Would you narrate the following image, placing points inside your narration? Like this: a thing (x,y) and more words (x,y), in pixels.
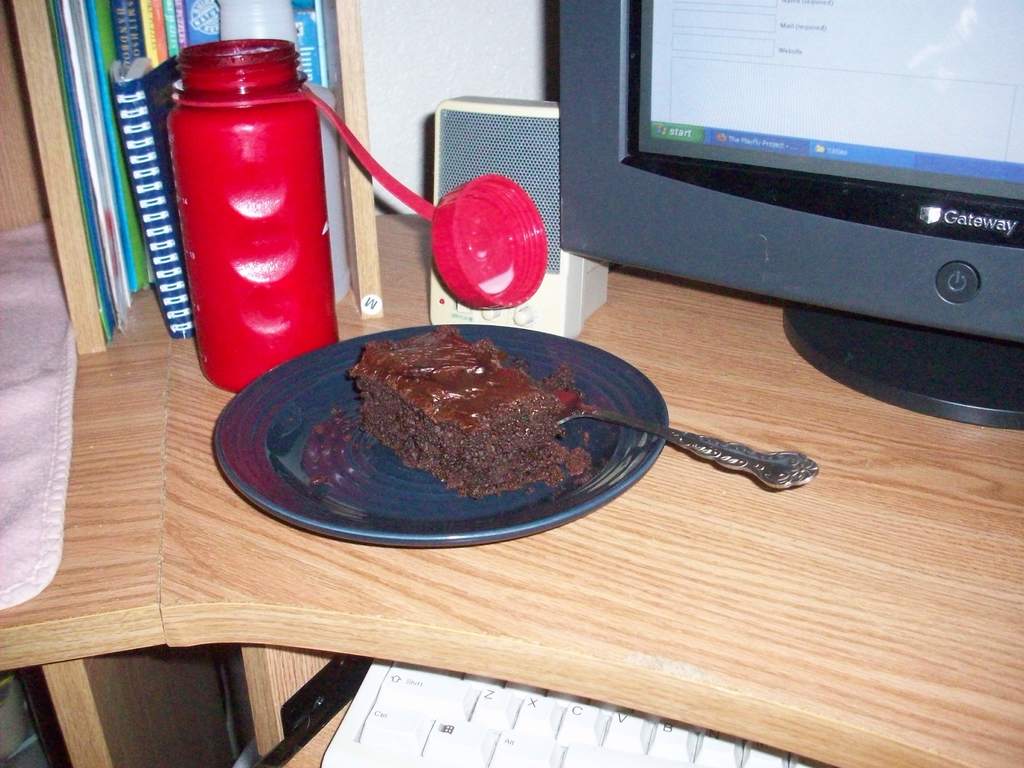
As we can see in the image there is a bottle (190,98), table (118,568), plate (412,495) and spoon (688,450) and on table (898,427) there is a screen (783,157).
